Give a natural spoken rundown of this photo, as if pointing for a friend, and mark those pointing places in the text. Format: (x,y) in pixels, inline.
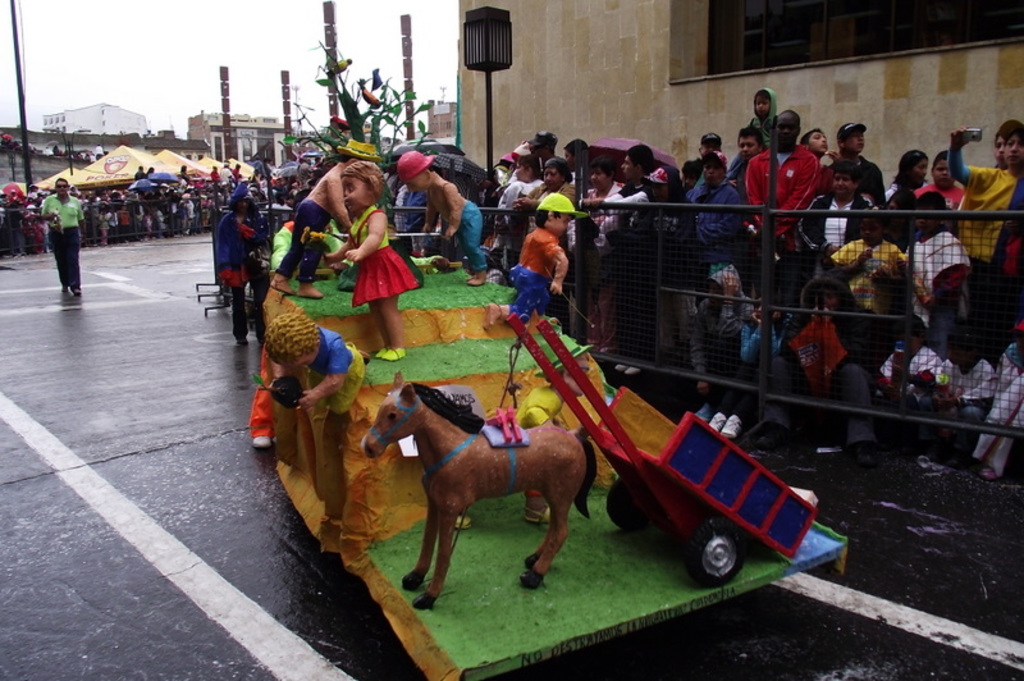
This image is taken outdoors. At the bottom of the image (278,594) there is a road (181,491). In the middle of the image (565,362) there are a few toys (350,144) on the road (675,628). On the right side of the image (847,101) there is a building (779,3) and many people (516,176) are standing on the road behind a railing (905,379). In the background (127,165) there are a few buildings (205,142) and tents (132,176). Many people (112,216) are standing on the road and there are a few poles (284,98).
